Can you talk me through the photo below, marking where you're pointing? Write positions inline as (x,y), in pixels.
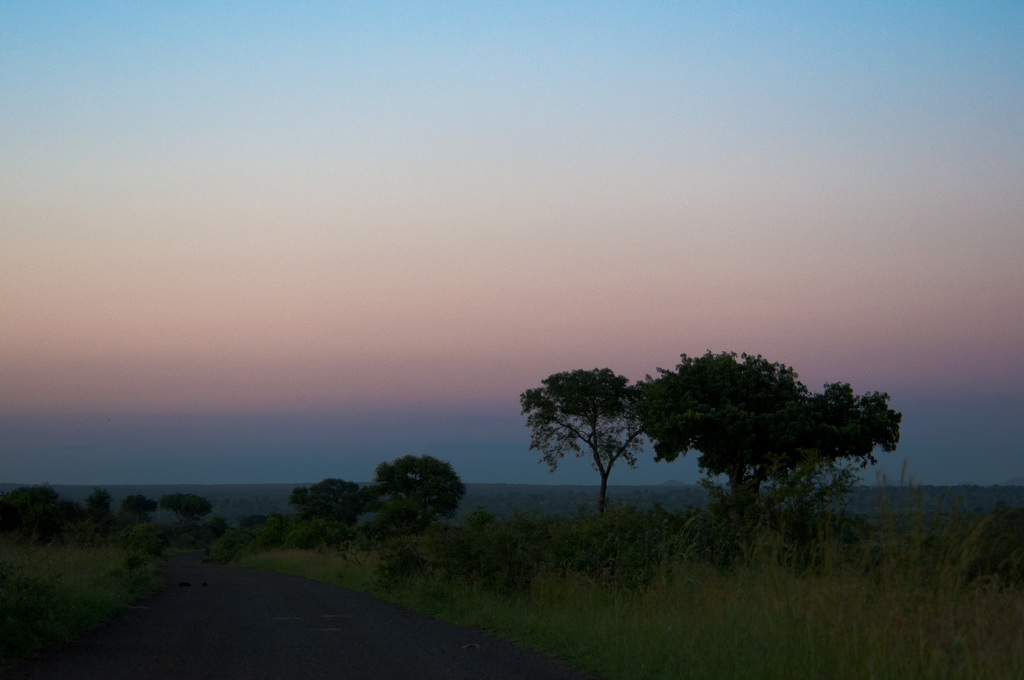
In this image we can see there is a road (217,623) in the middle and there are trees (387,490) on either side of the road (224,634). At the top (495,216) there is sky (464,221). Beside the road (209,606) there is grass (641,619) and small plants (614,579).
